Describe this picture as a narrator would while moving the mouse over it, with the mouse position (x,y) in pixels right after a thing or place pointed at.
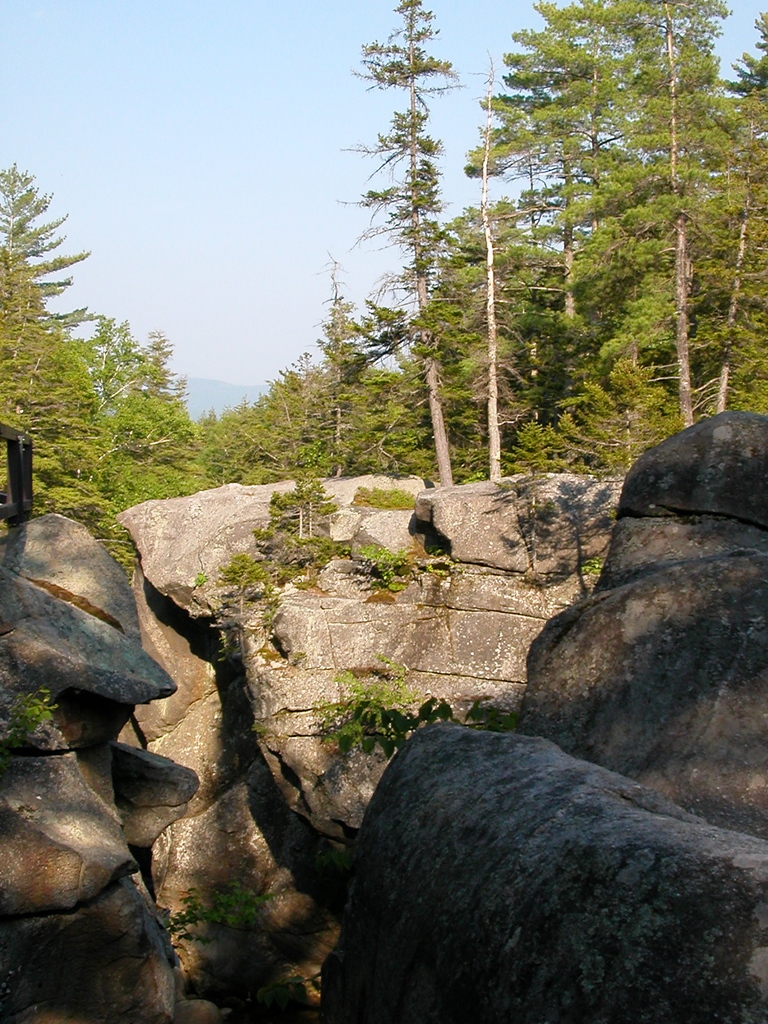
In this image we can see some rocks (373,659), plants (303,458), trees (229,450), also we can see the sky (217,209).
